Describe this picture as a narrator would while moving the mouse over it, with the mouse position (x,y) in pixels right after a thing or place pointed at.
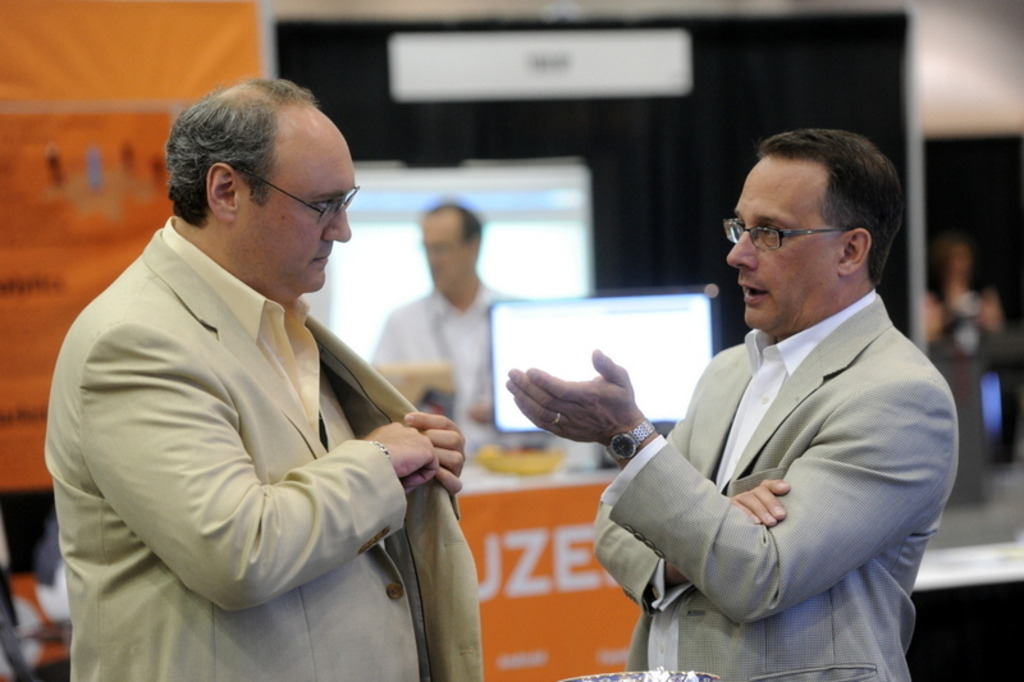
In the image there are two men (678,480) in the foreground (675,455), the second person (688,464) is talking something and the background of the men (575,421) is blur.
